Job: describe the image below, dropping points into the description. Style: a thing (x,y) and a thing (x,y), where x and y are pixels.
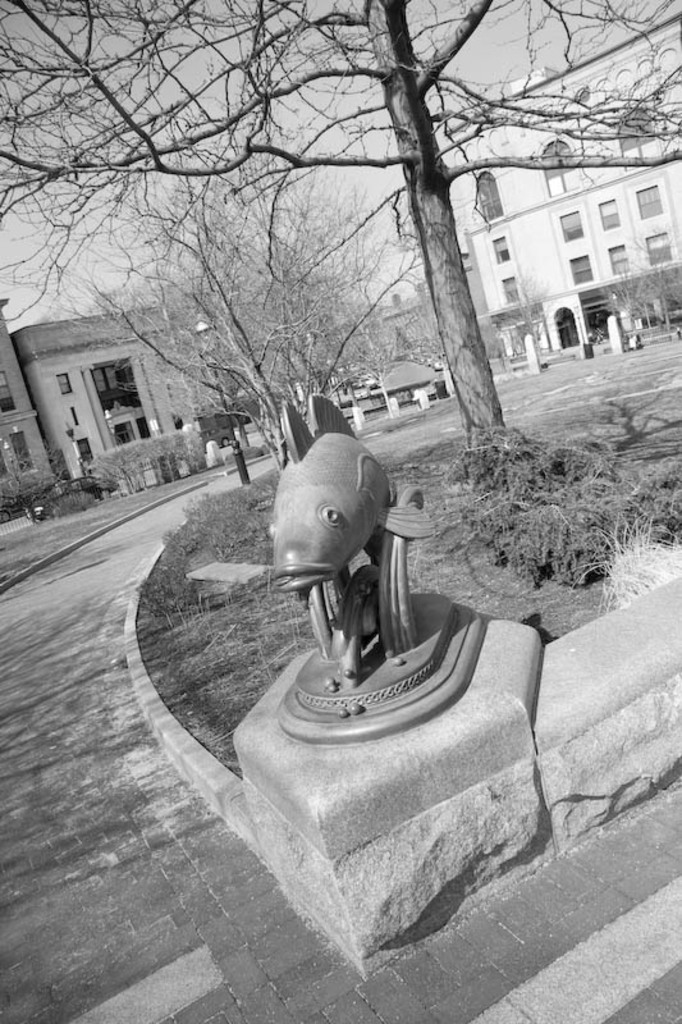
This image consists of a sculpture (331,735). At the bottom (302,959), there is a road (267,959). In the background (510,261), we can see the buildings (605,243). In the middle (230,357), there is a tree (368,112). And at the bottom (193,691), we can see grass (635,535) on the ground (529,603).
